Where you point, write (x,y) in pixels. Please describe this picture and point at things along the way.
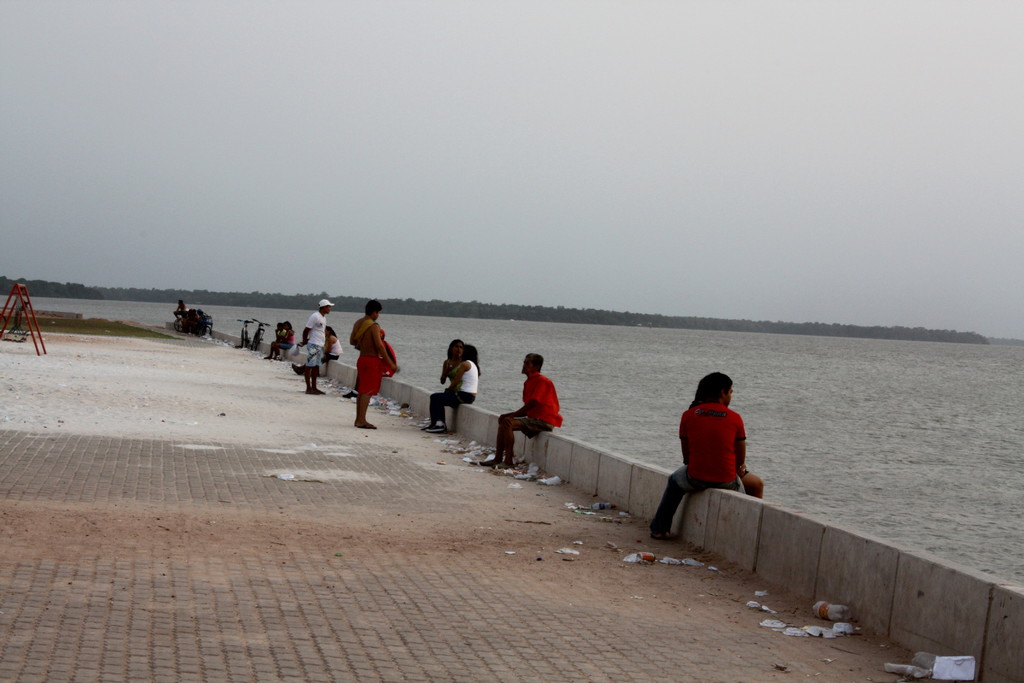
In this image there is the sky (400,141) towards the top of the image (578,129), there are trees (552,317), there is water (922,449) towards the right of the image (930,419), there is ground (324,517) towards the bottom of the image (270,593), there is grass (76,327) towards the left of the image (63,325), there is an object (19,313) towards the left of the image (17,330), there are objects (847,624) on the ground (592,531), there are two bicycles (263,330), there are two men (322,317) standing, there are a group of persons (461,402) sitting.
